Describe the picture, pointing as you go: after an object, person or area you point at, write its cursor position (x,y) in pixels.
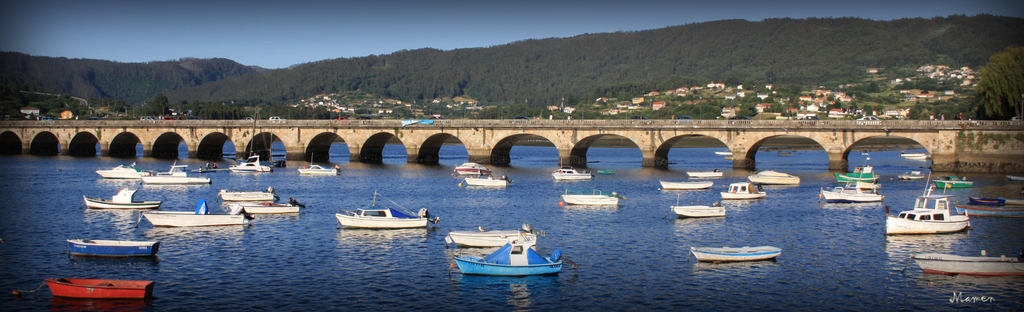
In this image, we can see some boats (117,200) which are floating in the water (781,221). In the background (162,138), we can see a bridge (407,138), trees (551,103), plants (688,99). At the top (502,30), we can see a sky (488,17), at the bottom (581,228), we can see a water (666,249) in a lake (644,251).
